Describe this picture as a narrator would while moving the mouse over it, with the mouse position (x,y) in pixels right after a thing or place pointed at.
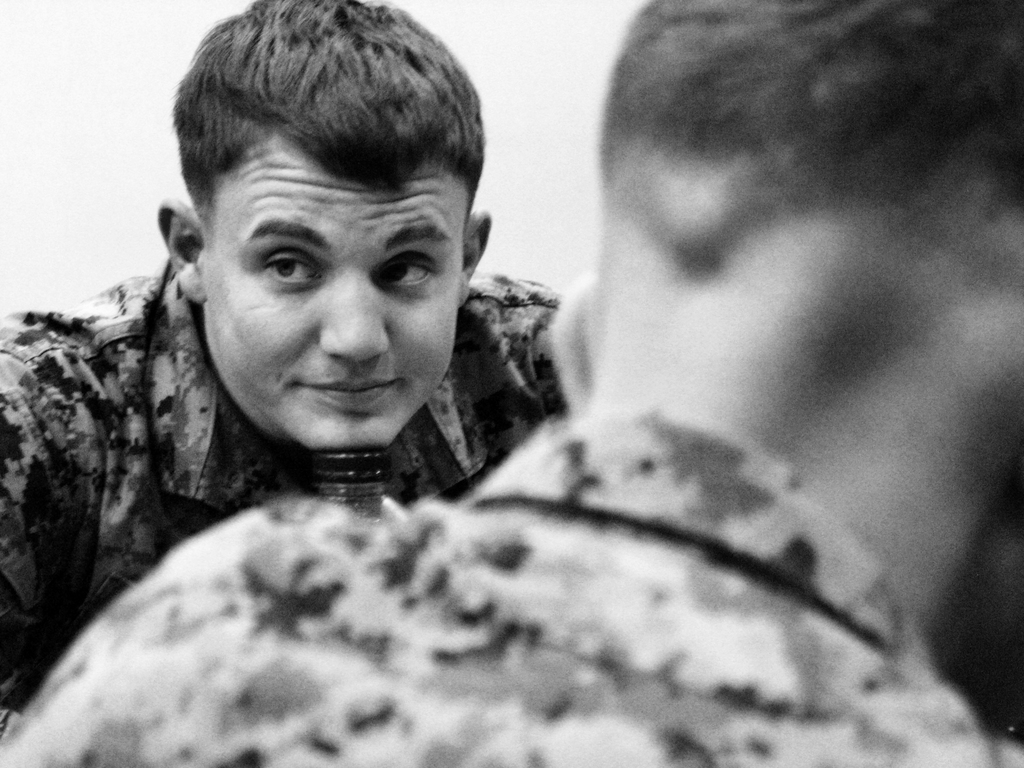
In this black and white picture there is a man (361,391). In foreground (522,651) there is another person (576,462).
